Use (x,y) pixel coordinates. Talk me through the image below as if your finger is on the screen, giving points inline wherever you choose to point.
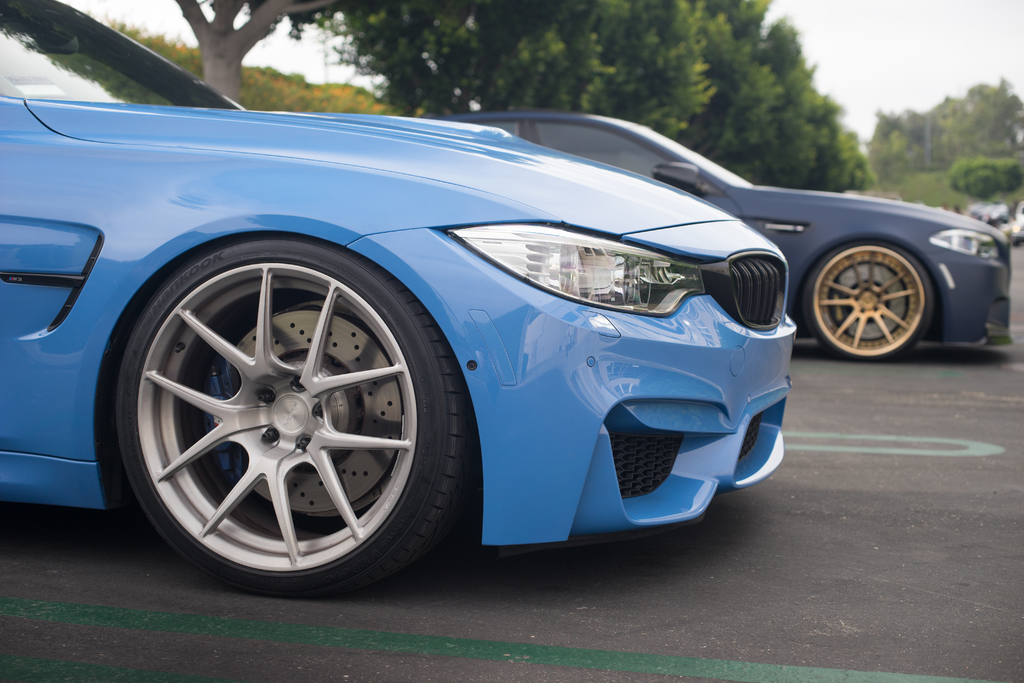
In this image we can see cars (569,527) on the road (556,613). In the background (259,31) there are trees (963,110) and sky (839,95).
